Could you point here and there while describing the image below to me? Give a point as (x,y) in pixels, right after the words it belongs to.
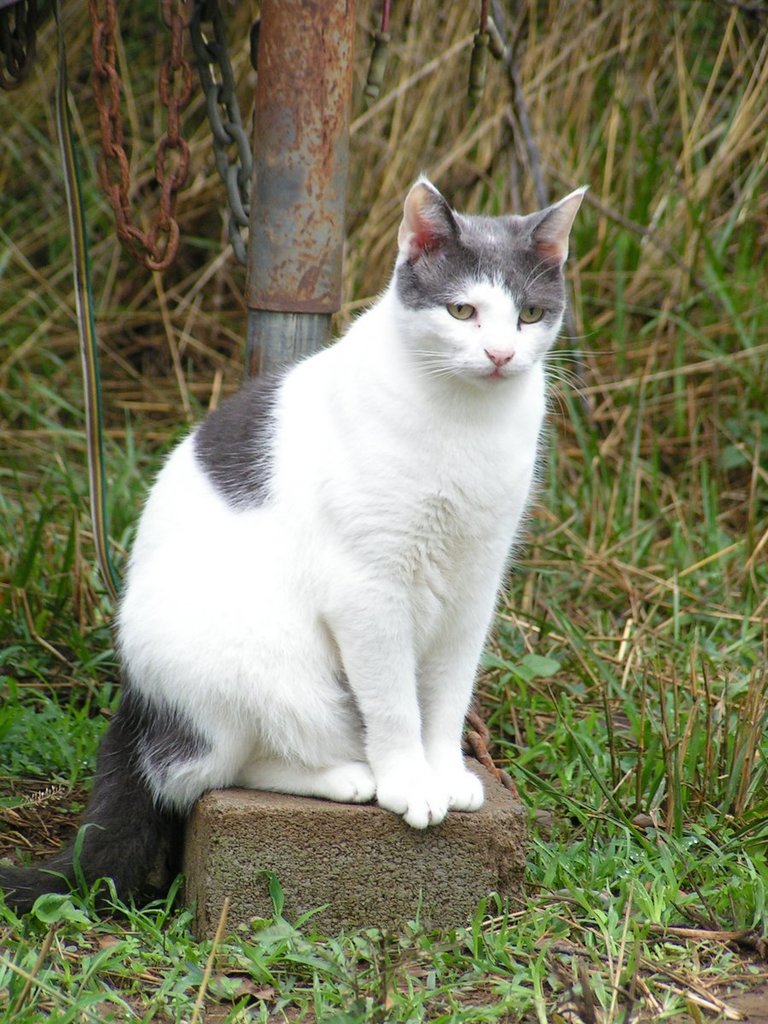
In the middle of this image (305,607), there is a white color cat (435,283) on a brick (435,838). This brick (445,832) is placed on a ground (116,967) on which there is grass (376,931). In the background (747,521), there is grass (132,353), a pole (305,1) and a chain (188,163).
